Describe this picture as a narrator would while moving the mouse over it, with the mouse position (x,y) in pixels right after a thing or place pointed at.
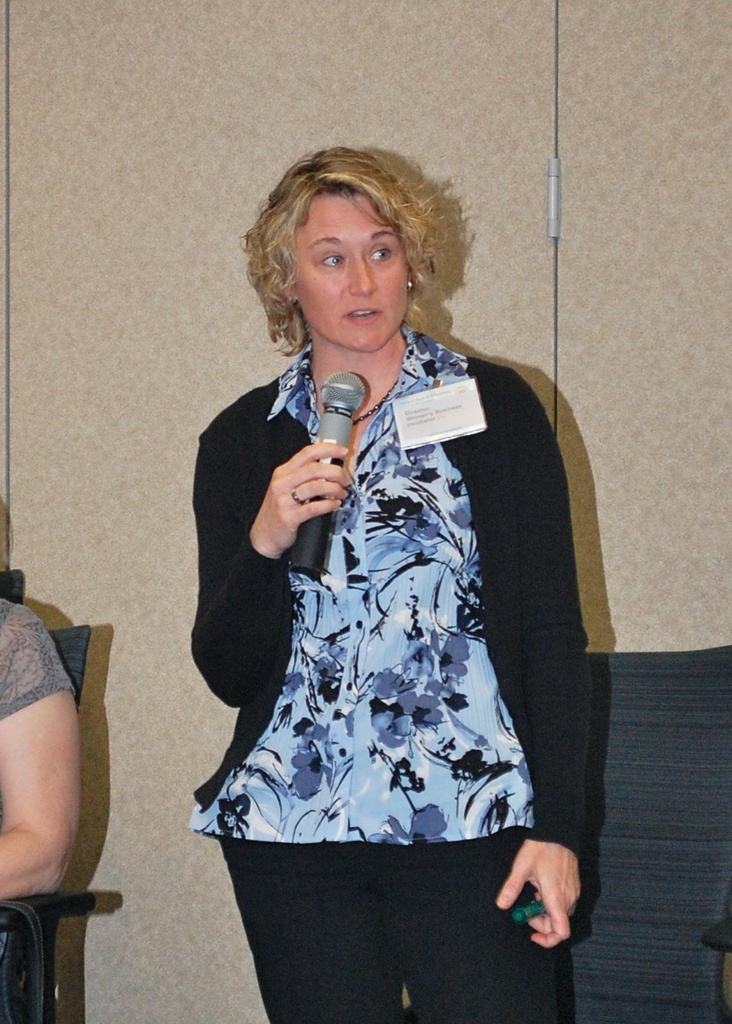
This picture shows a woman (281,312) standing and speaking with their hand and we see a woman (2,836) seated on the chair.
